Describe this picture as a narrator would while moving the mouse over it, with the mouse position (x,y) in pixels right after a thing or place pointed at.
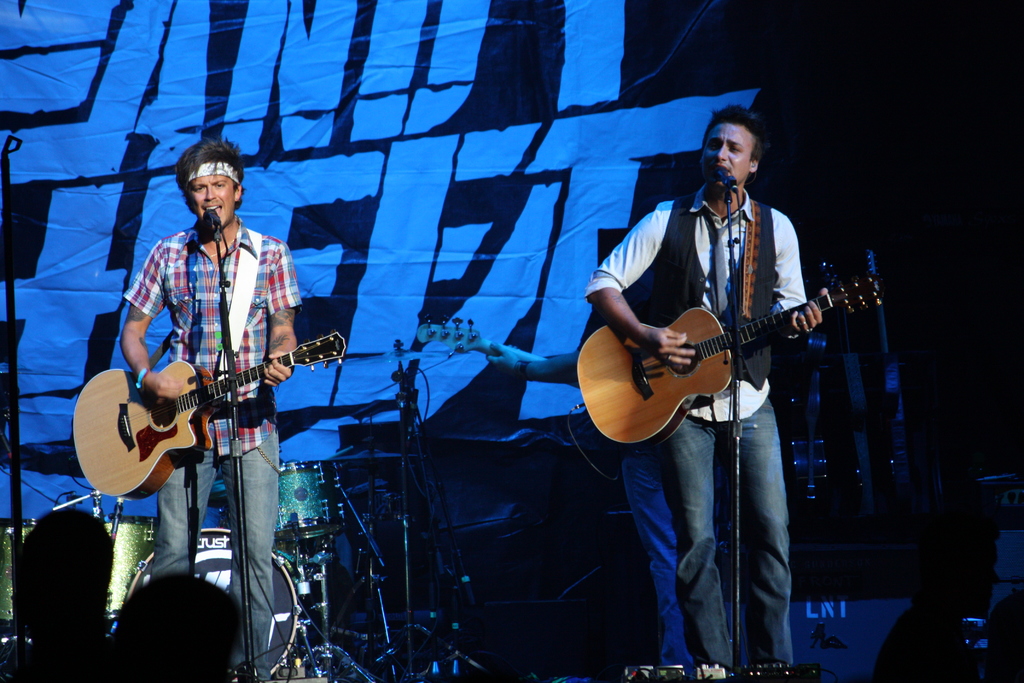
Here we can see two persons (271,337) are singing on the mike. They are playing guitars (871,281). These are some musical instruments (304,641). On the background (472,287) there is a banner (354,170).
